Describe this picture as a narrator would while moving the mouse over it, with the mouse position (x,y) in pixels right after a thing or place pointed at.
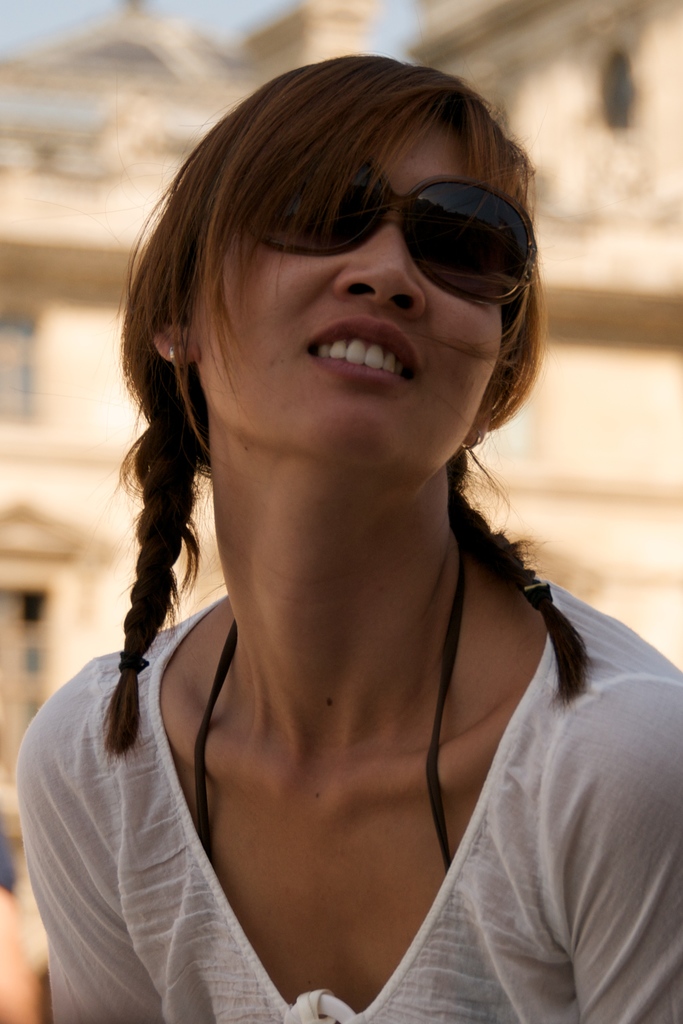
In this image we can see a girl (437,826). She is wearing white color top (425,945). Behind building (95,267) is there.
